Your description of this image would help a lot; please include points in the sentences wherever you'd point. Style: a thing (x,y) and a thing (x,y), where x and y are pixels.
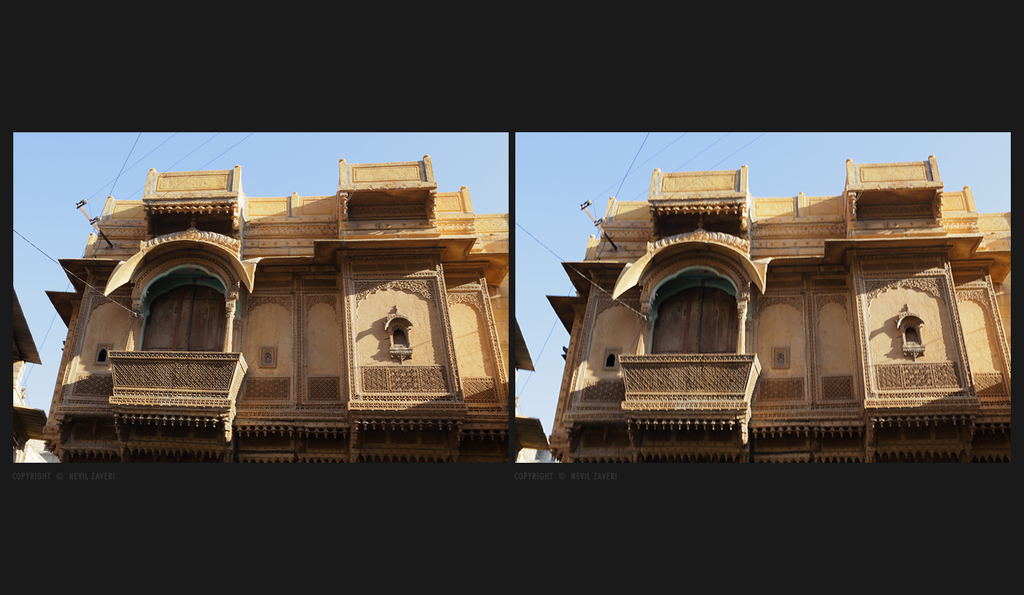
There is a collage image of two same pictures. In this image, we can see a building (397,264) on the blue background.
